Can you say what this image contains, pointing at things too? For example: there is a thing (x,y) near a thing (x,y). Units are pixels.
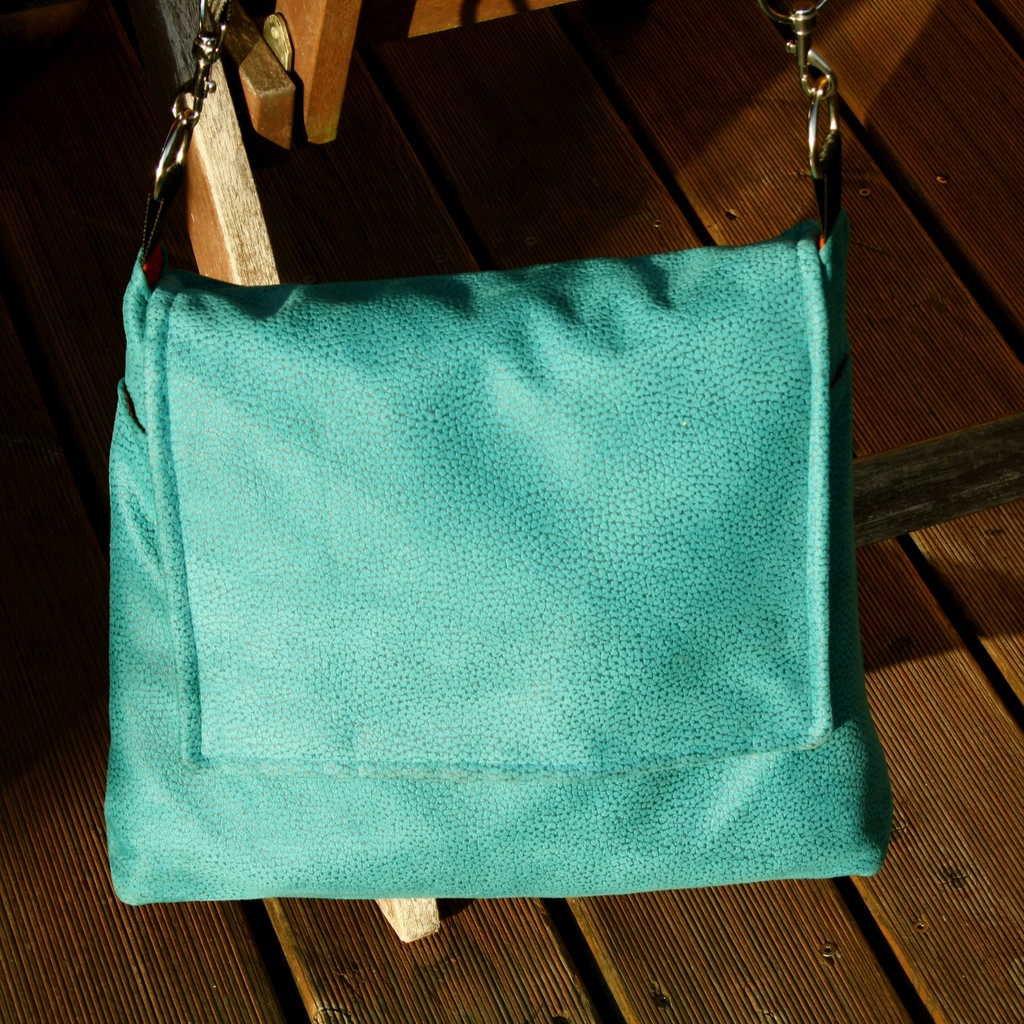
There is a blue handbag (497,434) which is attached to an object (214,111).
